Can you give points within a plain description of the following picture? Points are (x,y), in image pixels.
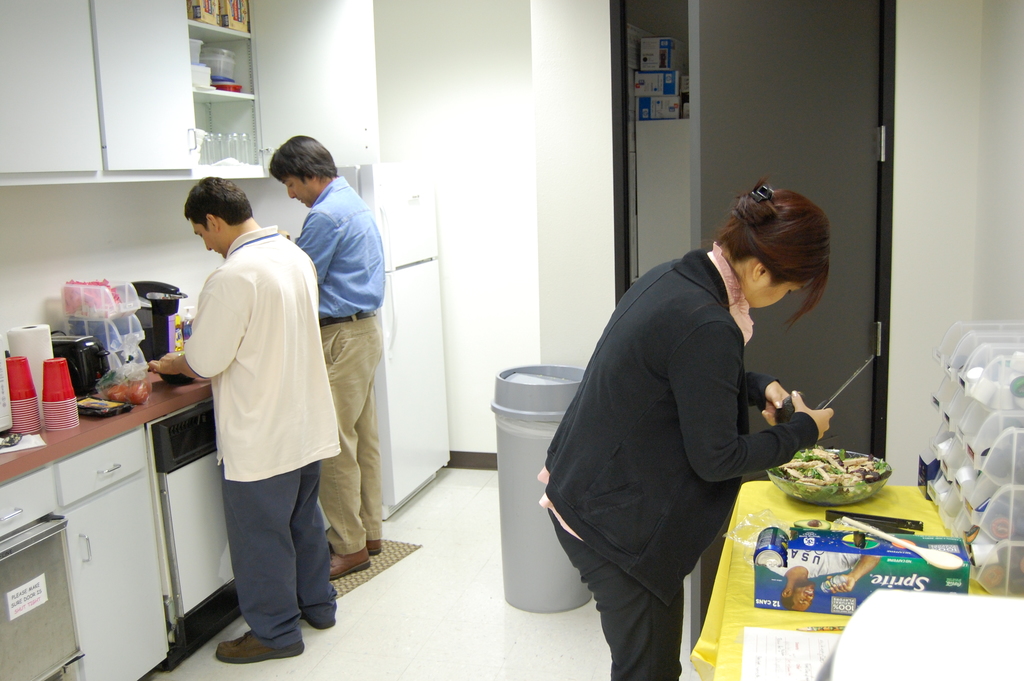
This image is clicked inside a room (42,198). There are three persons (623,431) in this image. There are cupboards (50,96). There is dustbin (509,568) in the middle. In that cupboard (195,109) there are boxes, glasses (244,133). There are tissue rolls (20,331), glasses (12,365), boxes (73,307), covers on the left side (70,428).
